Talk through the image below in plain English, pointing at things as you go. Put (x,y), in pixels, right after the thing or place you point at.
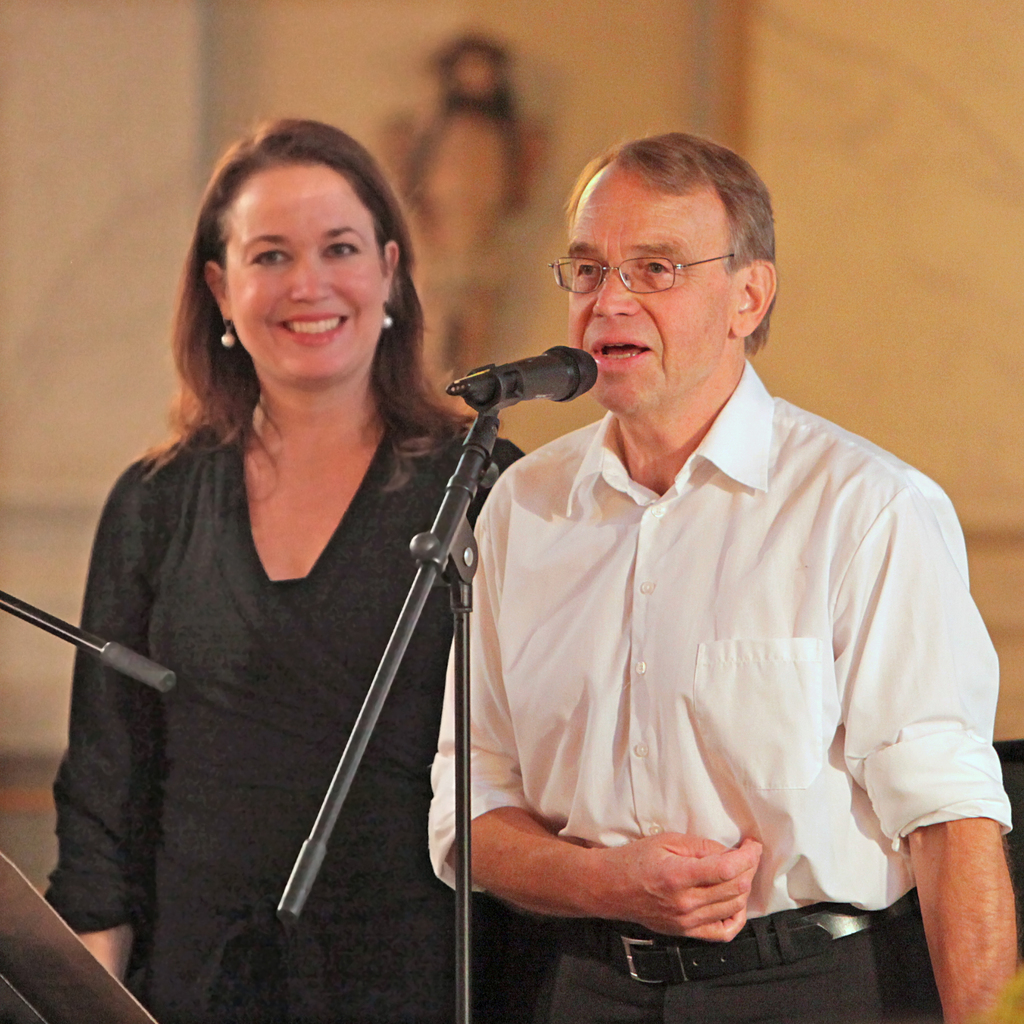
In this image I can see two people (406,477) are standing and wearing different color dresses (359,615). I can see the mic (479,383), stand (467,473) and the blurred background (828,268).
